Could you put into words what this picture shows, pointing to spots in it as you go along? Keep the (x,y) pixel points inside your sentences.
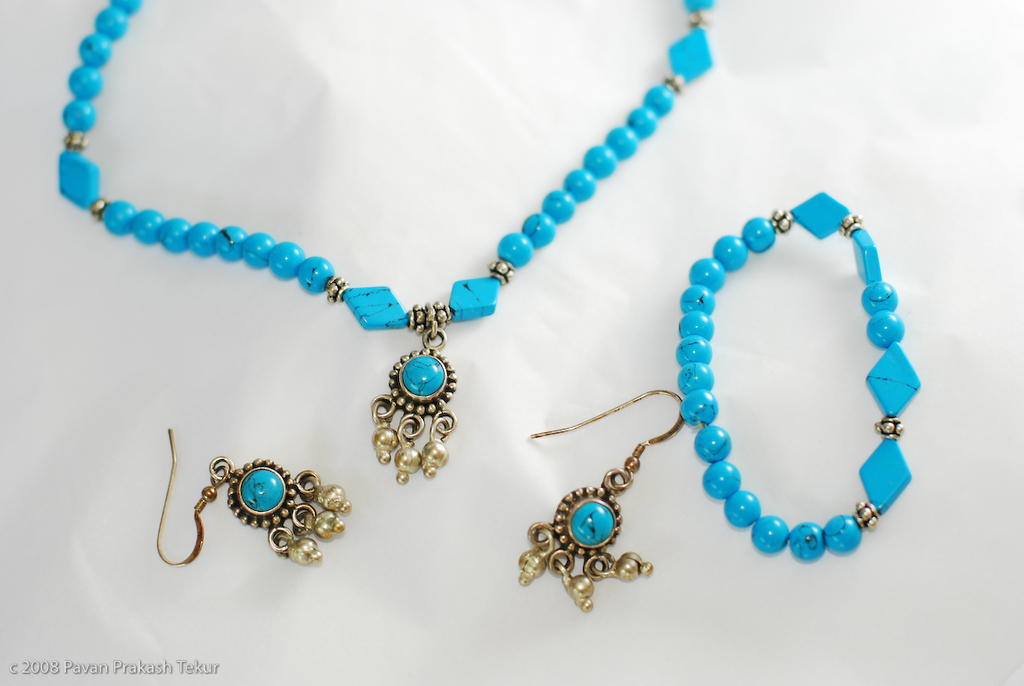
In this picture I can observe necklace (378,320), earrings (303,534) and bracelet (735,253) which are in blue color. These are placed on the white color surface (323,389). In the bottom left side (97,662) I can observe watermark (105,662).
